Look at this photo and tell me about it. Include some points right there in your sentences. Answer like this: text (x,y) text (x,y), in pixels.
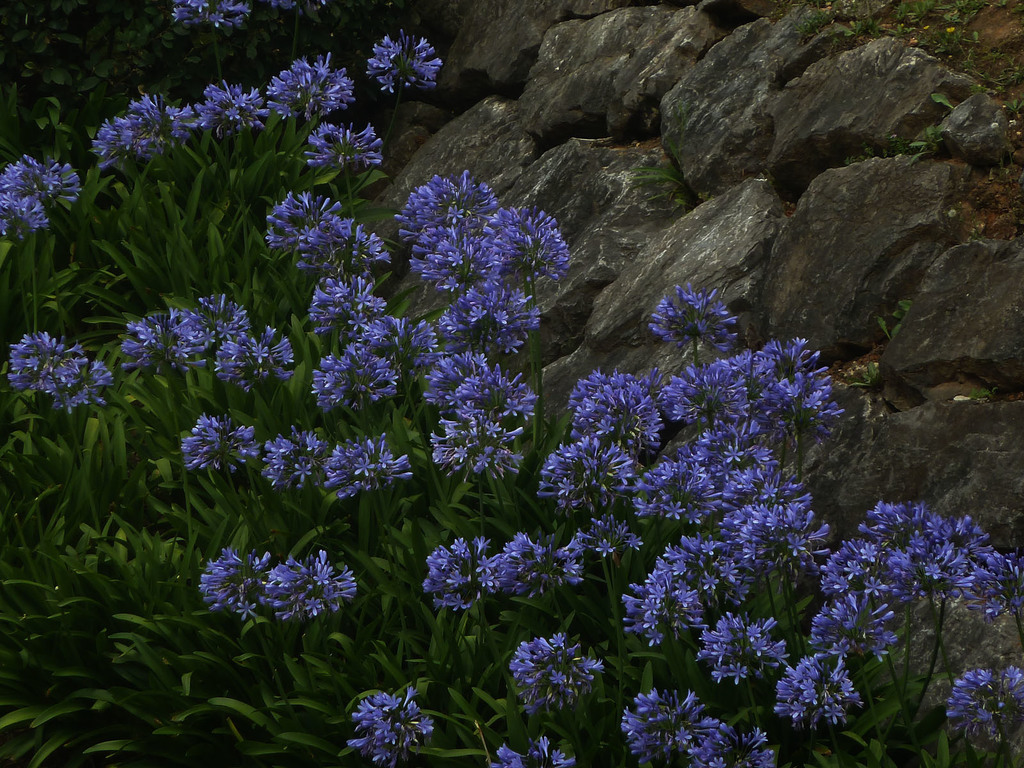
In this image I can see the purple color flowers (562,643) to the plants (269,501). To the right (723,257) I can see the rocks (723,257).
